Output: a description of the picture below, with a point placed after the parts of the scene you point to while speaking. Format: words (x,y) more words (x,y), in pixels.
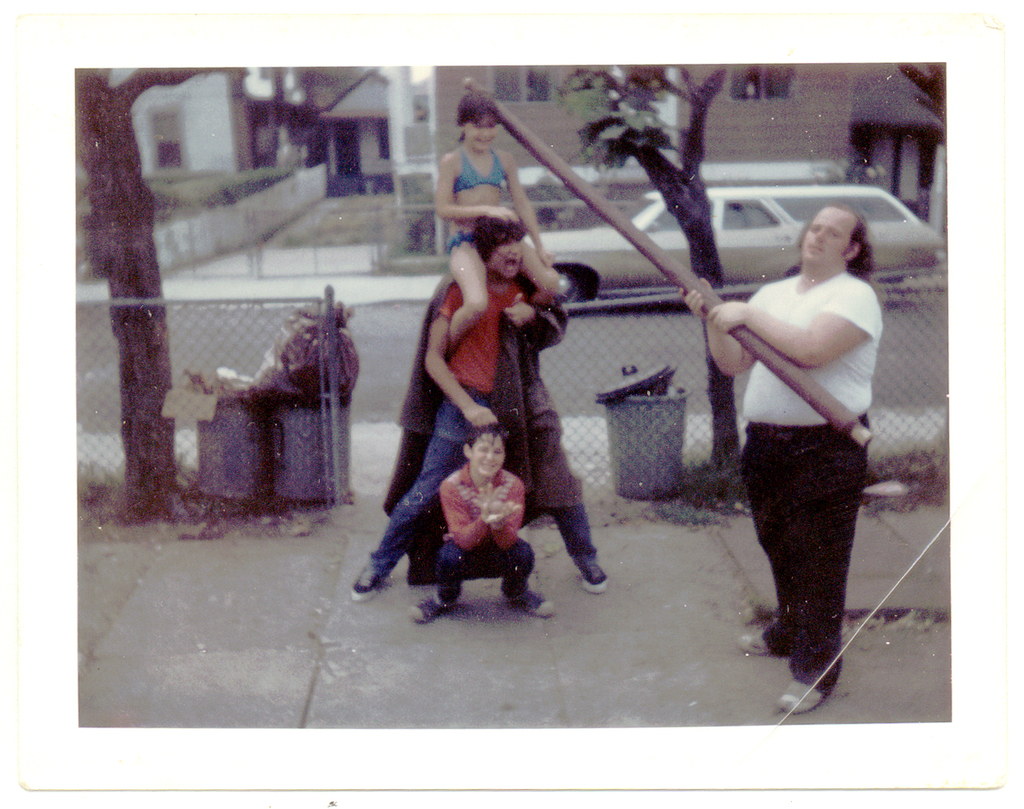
In the picture we can see a path (675,711) on it we can see a man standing and holding a stick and in front of him we can see a person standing on his shoulders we can see a girl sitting pulling his hairs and under the person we can see a boy (483,445) and the person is holding his hair (475,433) and behind them we can see a fencing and behind it we can see two trees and some dustbins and a road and on it we can see a car (878,232) parked near the house (278,155) and in front of the house (367,110) we can see some grass surface (318,236) and another small house (309,126).
